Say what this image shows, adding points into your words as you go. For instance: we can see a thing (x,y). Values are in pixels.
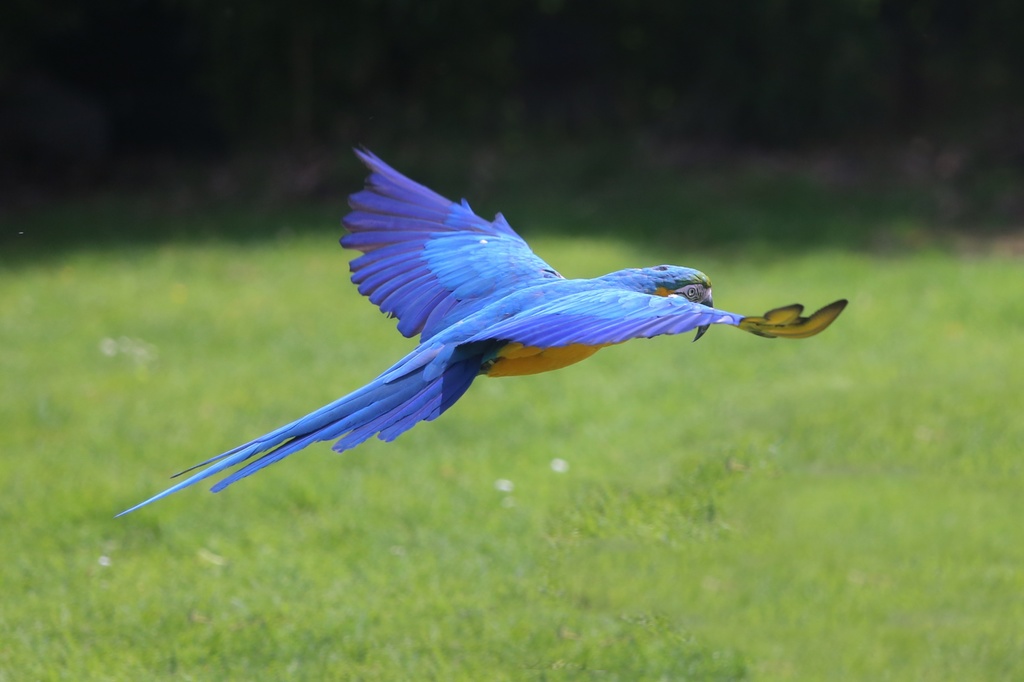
As we can see in the image there is a blue color bird (447,324) and grass (634,550). The background (307,95) is dark.
